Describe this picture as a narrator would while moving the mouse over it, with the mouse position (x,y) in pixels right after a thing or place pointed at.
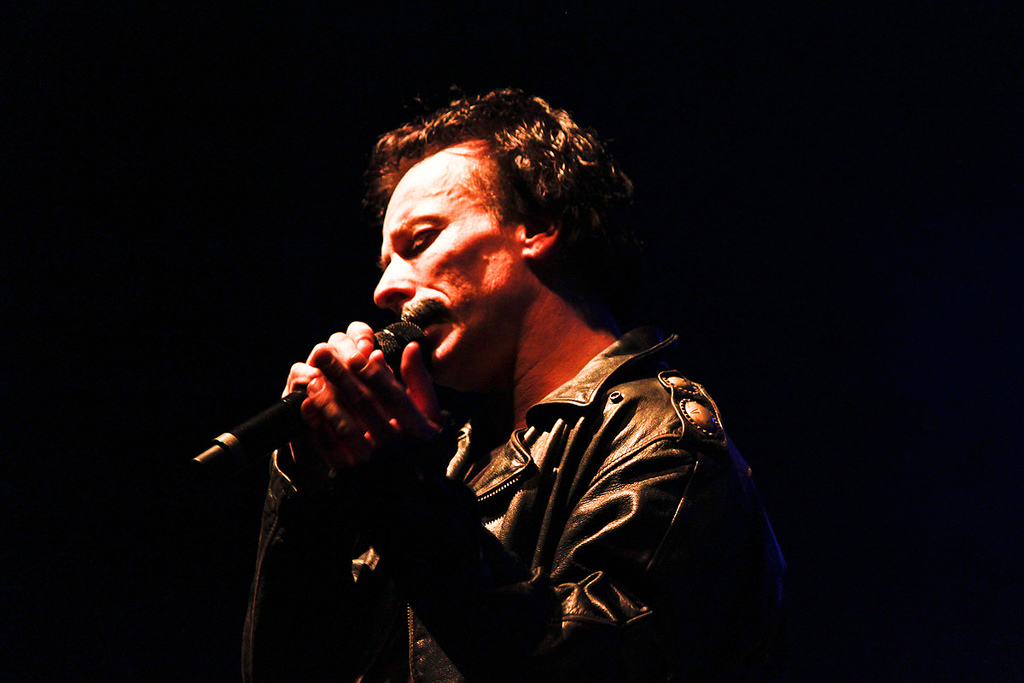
In the image I can see a person (548,445) who is wearing the jacket (560,497) and holding the mic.
